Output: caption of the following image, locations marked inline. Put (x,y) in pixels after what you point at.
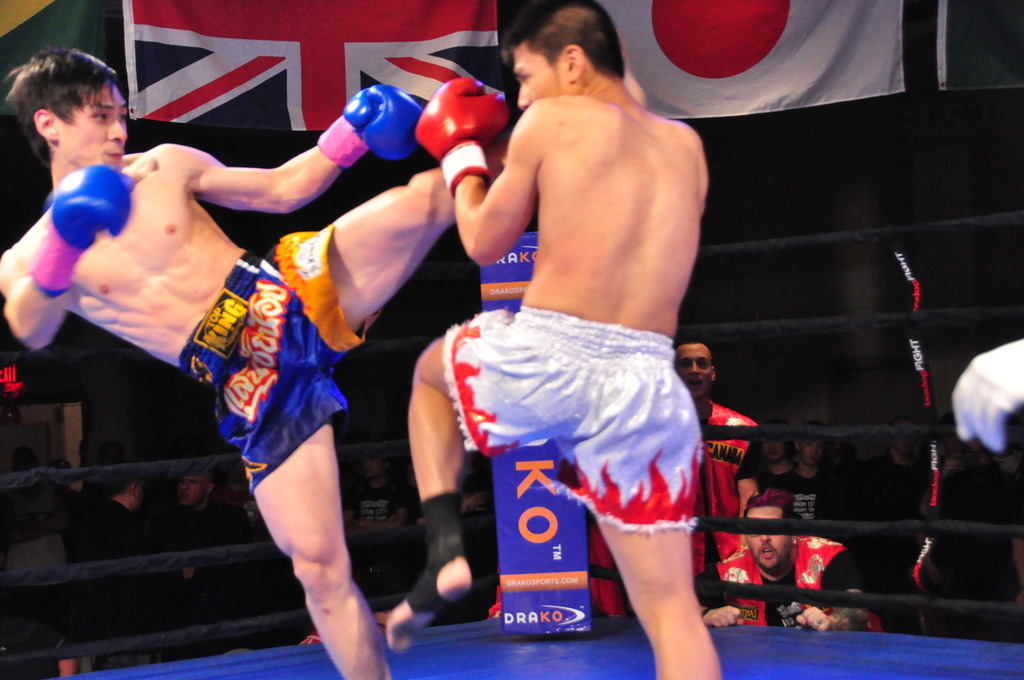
In the image two persons (644,175) are doing boxing. Behind them there is a fencing (790,434). Behind the fencing (1009,314) few people (31,507) are standing and watching. Top of the image (997,71) there are some flags (41,1).
